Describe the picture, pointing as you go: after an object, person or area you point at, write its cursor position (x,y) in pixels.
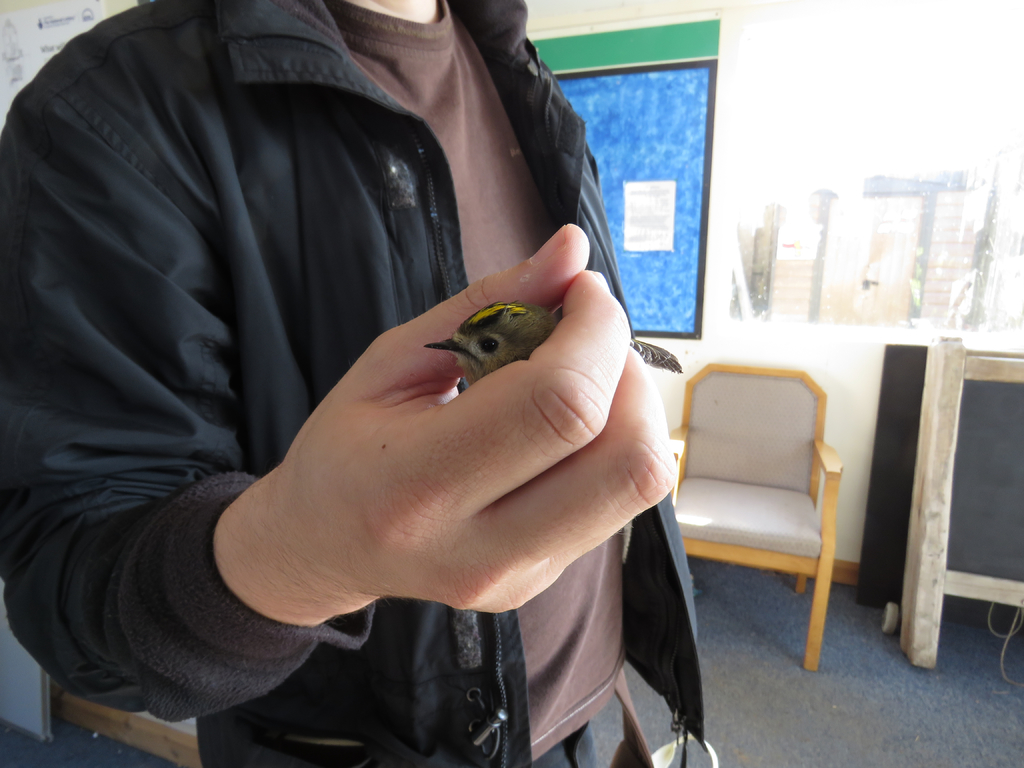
In this image the person (434,362) is holding a bird (509,347). At the back side I can see chair (742,474) and a wall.
